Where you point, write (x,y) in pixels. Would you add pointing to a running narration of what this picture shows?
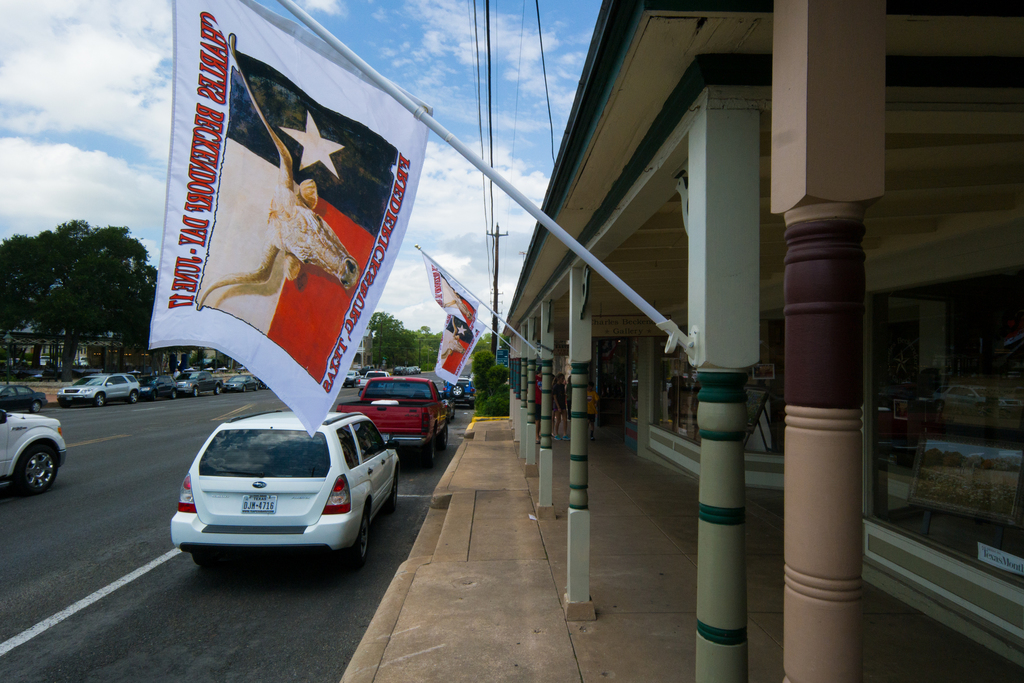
In this image, we can see the road (73,512), there are some cars (182,484) on the road (66,546). On the right side (718,575), we can see some pillars (688,160), there are some flags (355,257). We can see some trees (46,283), at the top (443,213) we can see the sky (66,56).
